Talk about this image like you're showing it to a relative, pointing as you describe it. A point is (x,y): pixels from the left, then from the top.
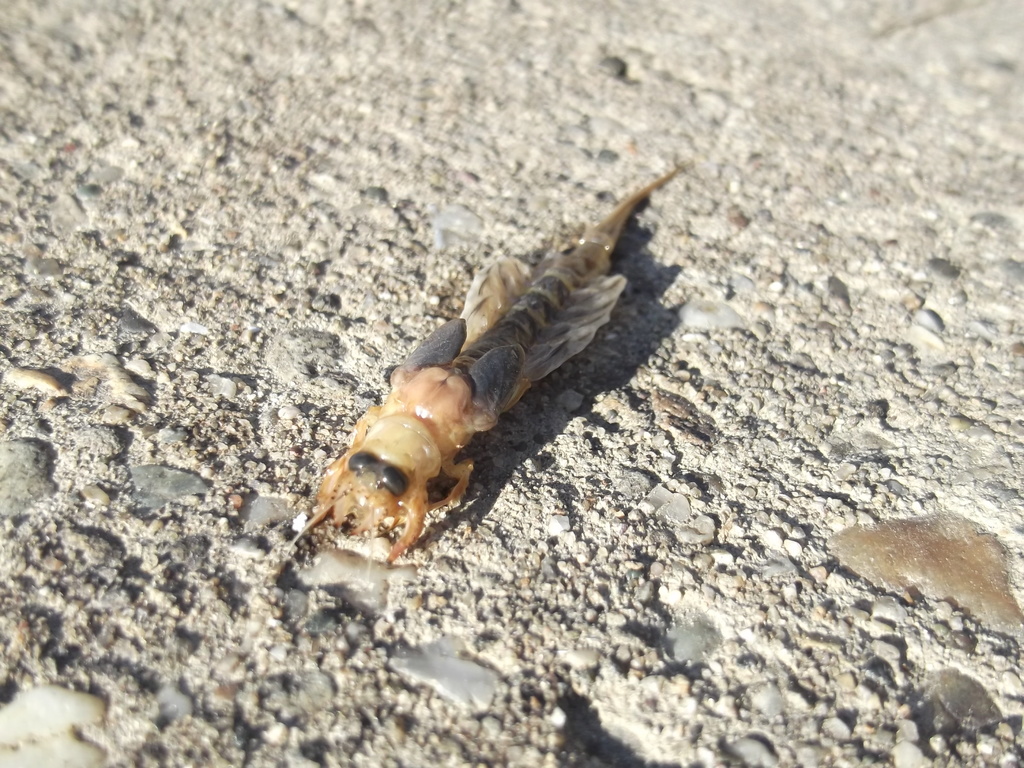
There is one insect (360,511) present on a ground surface (324,470) as we can see in the middle of this image (347,504).
